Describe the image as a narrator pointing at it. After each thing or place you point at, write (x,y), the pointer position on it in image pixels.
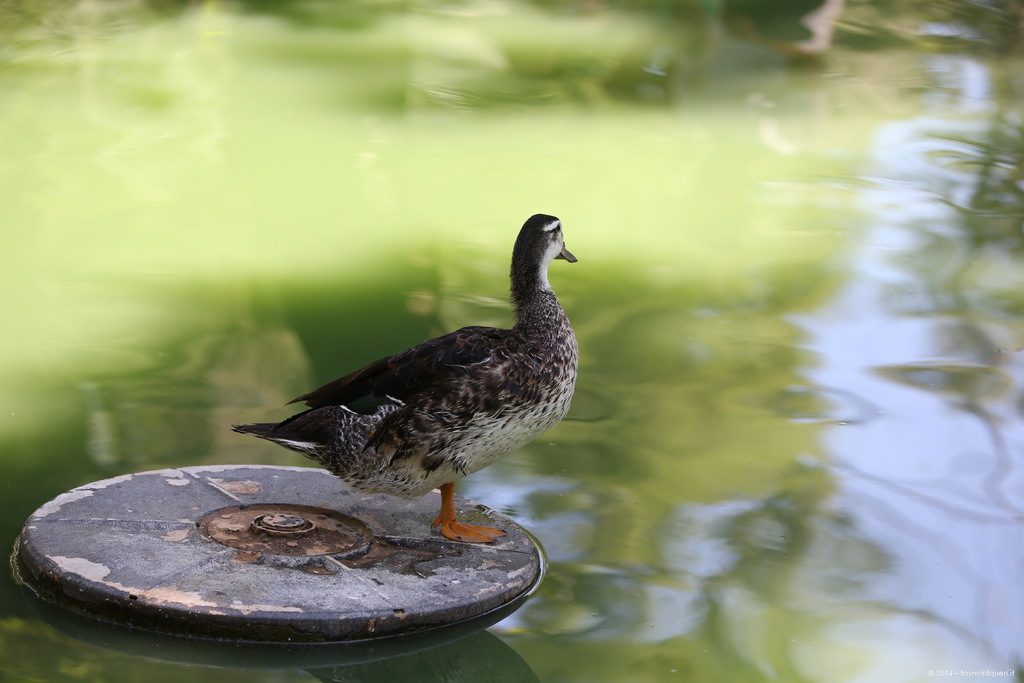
Here in this picture we can see a bird (468,398) standing on the board (319,477) present in the water (209,345) over there and we can see water (330,336) present all over there.
